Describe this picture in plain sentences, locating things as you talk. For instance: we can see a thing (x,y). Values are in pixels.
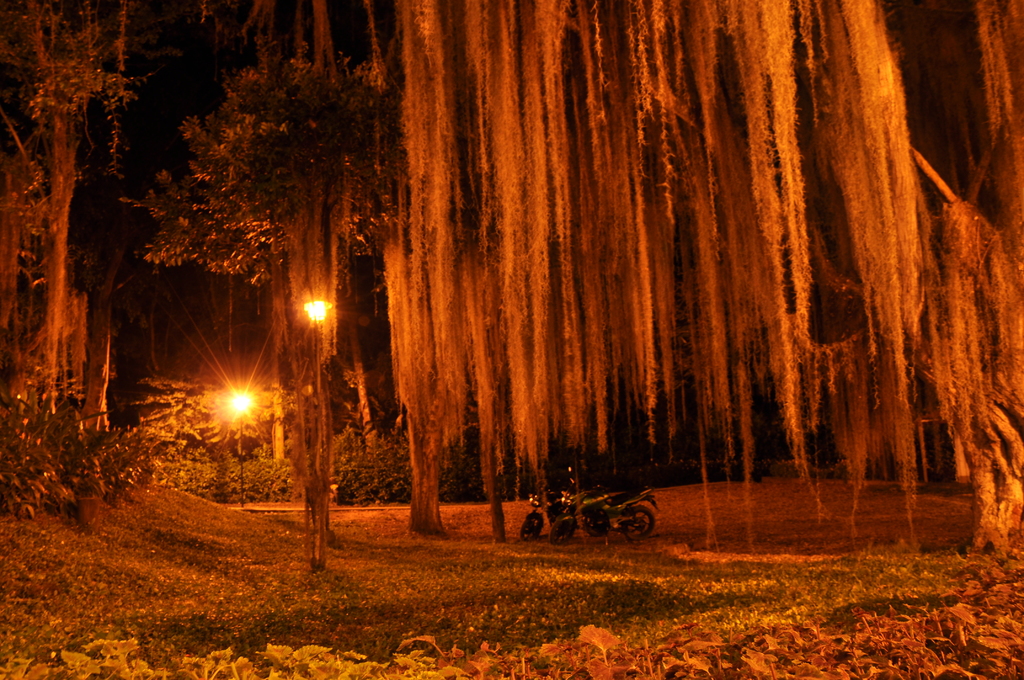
In this image I can see in the middle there are 2 vehicles (584,513) that are parked. On the left side (312,446) there are 2 lights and trees (247,165) in this image. At the bottom (745,485) there is the grass (356,569) and dried leaves (846,646).
